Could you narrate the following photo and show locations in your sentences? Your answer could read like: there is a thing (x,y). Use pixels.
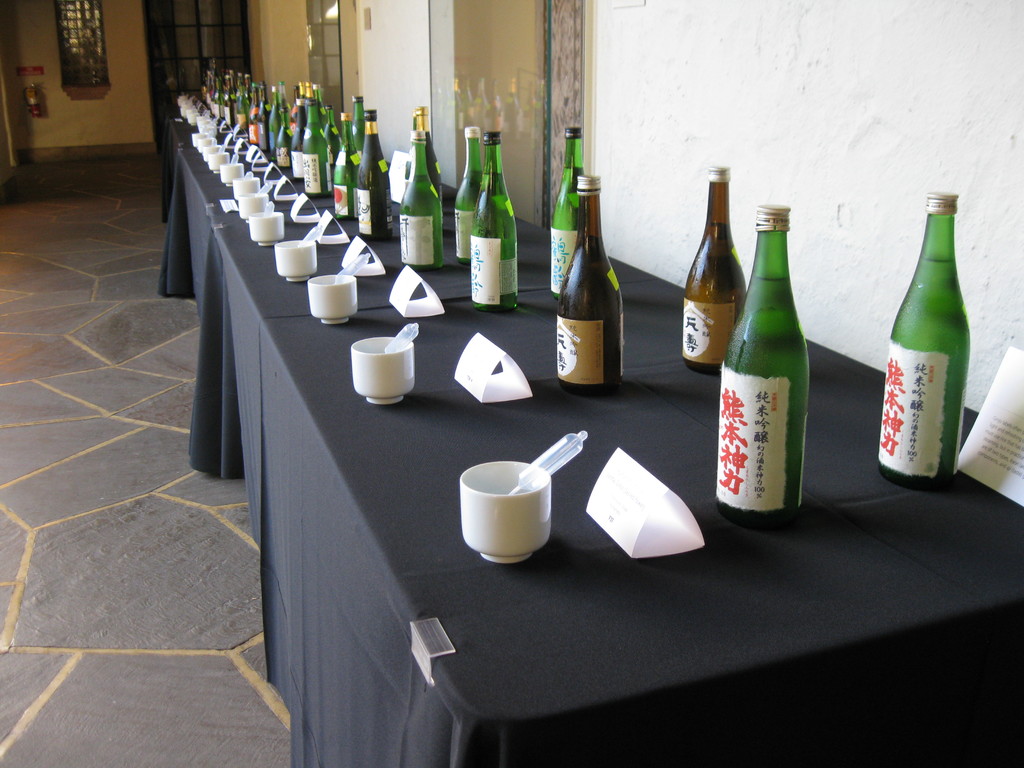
There is a table (537,355) which has wine bottles (495,286) and cups (402,354) and papers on it.
